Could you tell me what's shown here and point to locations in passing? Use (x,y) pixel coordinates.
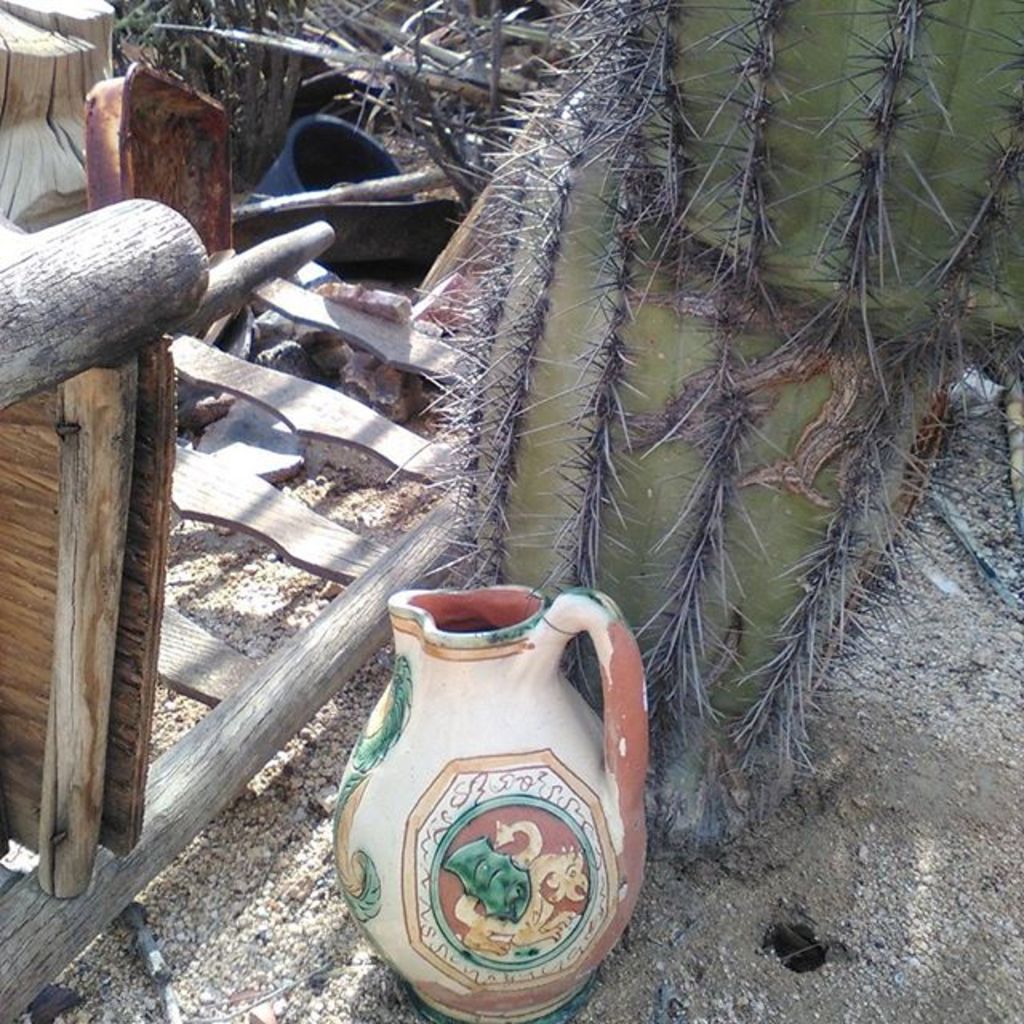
In the foreground of this image (521,789), there is a pot (416,783) and a desert plant (689,187). On the left (124,857), there is a wooden object (213,346), a bucket (329,178) and it seems like a plant (253,50) and a tree trunk (91,72) at the top (67,69).
